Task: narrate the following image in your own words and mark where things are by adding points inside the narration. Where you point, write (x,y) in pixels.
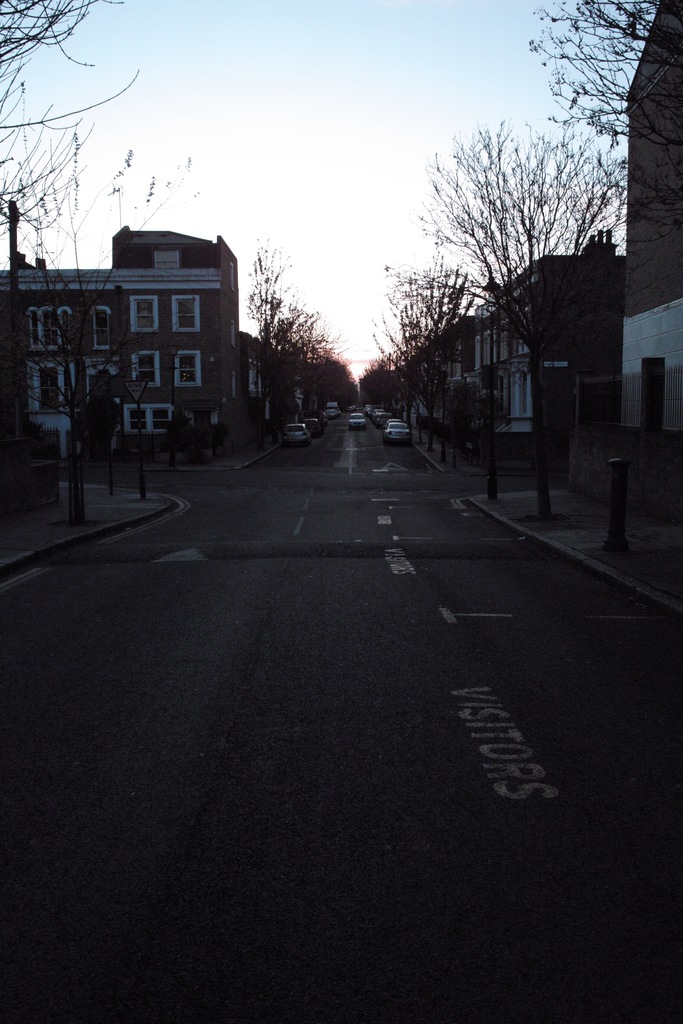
At the bottom of the image (344,733) there is a road (153,577) with few vehicles (306,430). In the background (444,398) there are footpaths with poles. And also there are trees (433,359) and buildings (234,322) with walls (666,329) and windows (108,322). At the top of the image (315,235) there is a sky (359,49).
